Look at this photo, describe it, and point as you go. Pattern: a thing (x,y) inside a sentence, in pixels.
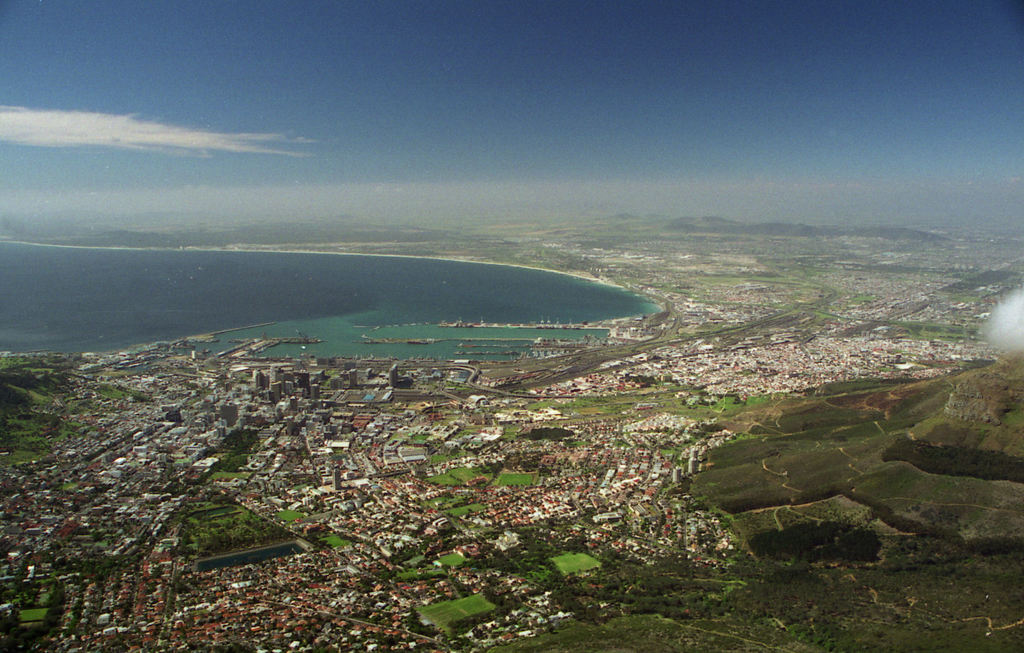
This image is clicked from a plane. At the bottom (354,533), there is ground (465,552), and many buildings (371,506) along with grass (469,614). And there is an ocean (232,317) in the middle (521,308). To the top (444,118), there is sky (337,126) along with clouds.
